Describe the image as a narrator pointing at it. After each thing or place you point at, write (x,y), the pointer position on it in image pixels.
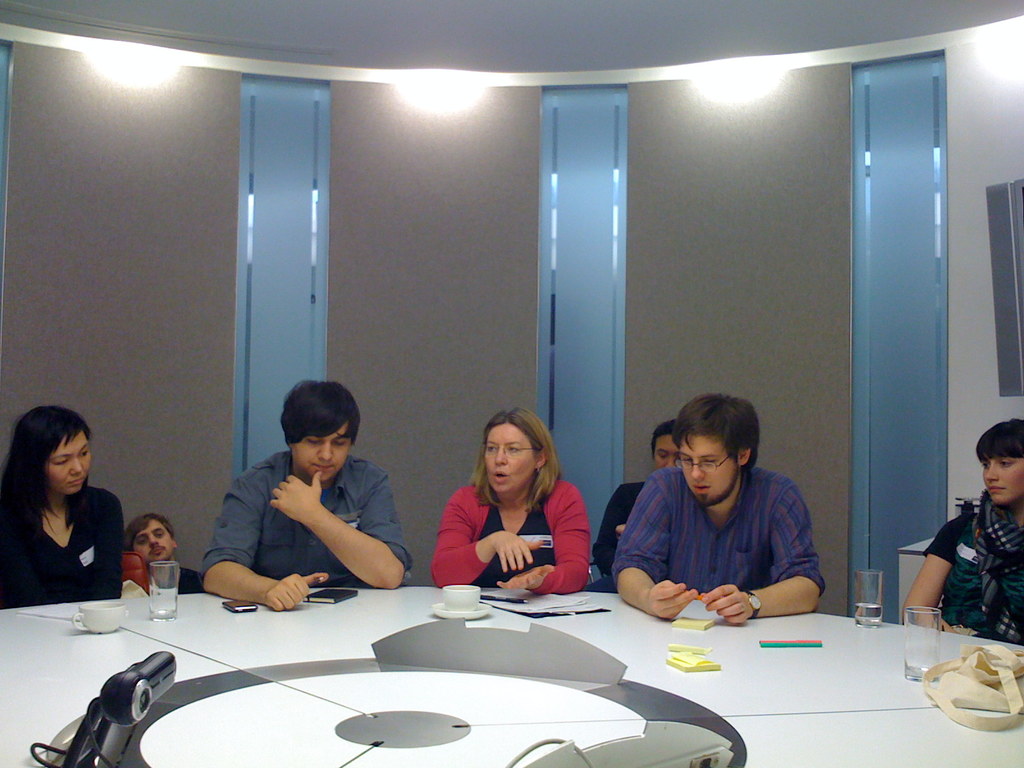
There are few people (81,500) sitting on the chairs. This is a table (232,678). There are mobile phones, cup (111,612), papers (535,609), glasses (172,577), slip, bag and few other things (485,606) on it. These are the lights (423,71) attached to the rooftop (688,76). This is a wall (298,291) with a blue color pillar structure (574,286). Here I can see a black color object (73,748) on the table (181,728).
